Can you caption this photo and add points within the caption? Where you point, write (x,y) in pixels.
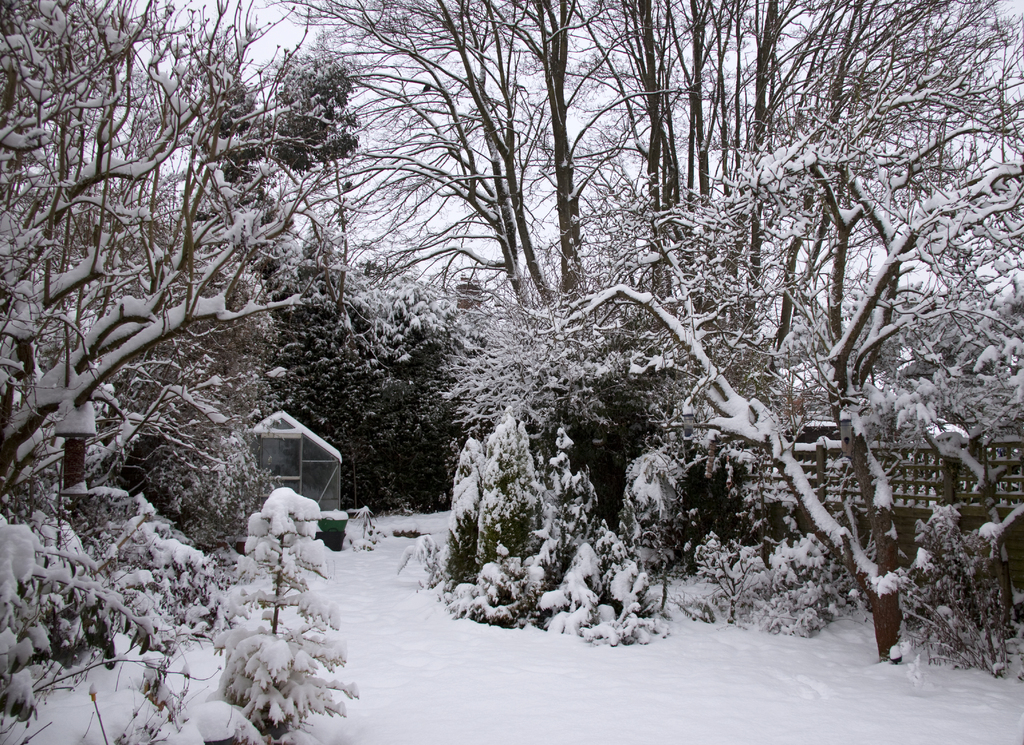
In this image there are trees (599,443), railing (899,484), shelter (314,444), snow (389,575) and objects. Through the trees (697,143) the sky (578,150) is visible.
